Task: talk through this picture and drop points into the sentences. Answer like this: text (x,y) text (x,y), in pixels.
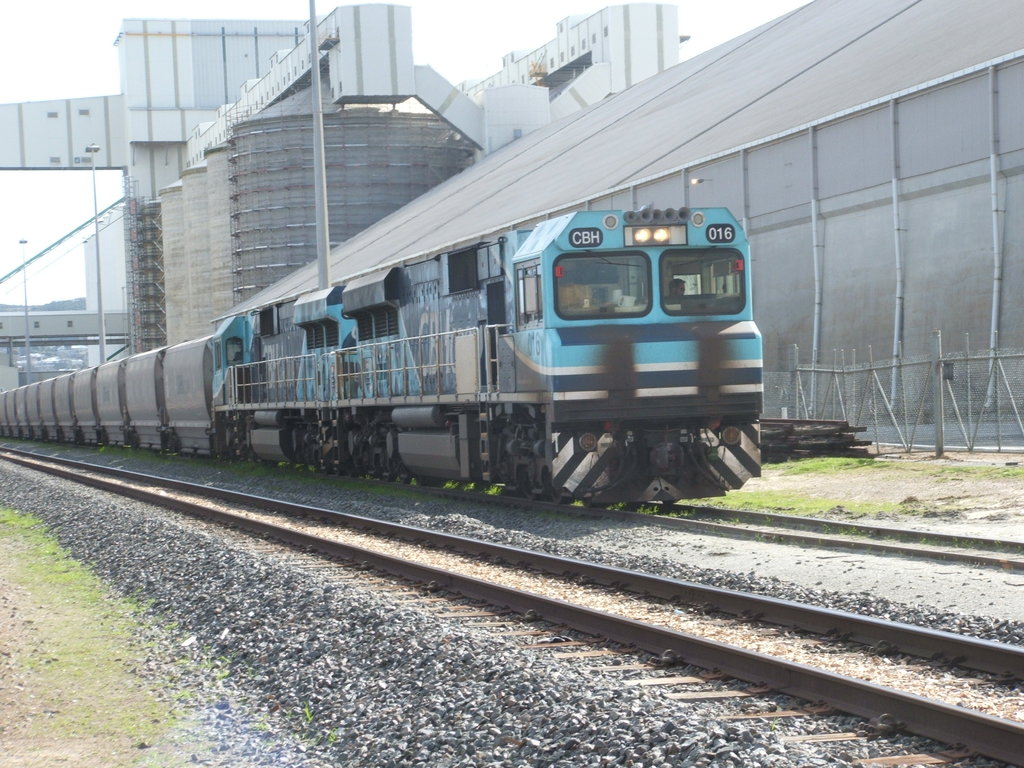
This image is taken outdoors. At the bottom of the image (230,674) there is a ground (122,681) with grass (92,636) on it. There are a few stones (323,642) on the ground (364,692). There are two railway tracks (858,625). In the middle of the image (351,326) a train (243,365) is moving on the track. In the background (547,203) there are few buildings (292,205). There are a few poles (317,168) with street lights (322,190). On the right side of the image (872,393) there is a fence (855,380) and there are a few iron bars (830,427). On the left side of the image (87,321) there is a bridge (86,325).
